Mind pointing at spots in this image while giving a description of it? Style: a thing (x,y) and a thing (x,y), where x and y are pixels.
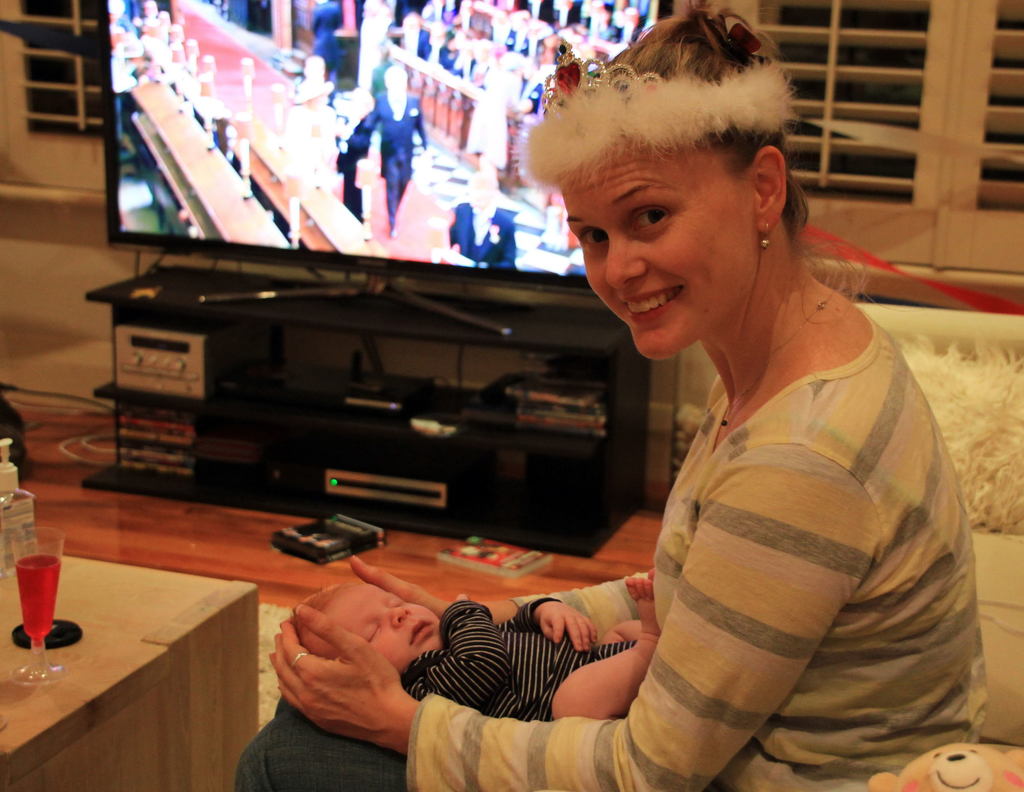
In the picture I can see a woman (736,372) is sitting and carrying a child (469,670). The woman (688,472) is smiling. In the background (292,416) I can see a table (356,320) which has a TV (367,238) and sound system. Here I can see a wooden table (58,680) which glasses (40,639) and other objects (22,495).
